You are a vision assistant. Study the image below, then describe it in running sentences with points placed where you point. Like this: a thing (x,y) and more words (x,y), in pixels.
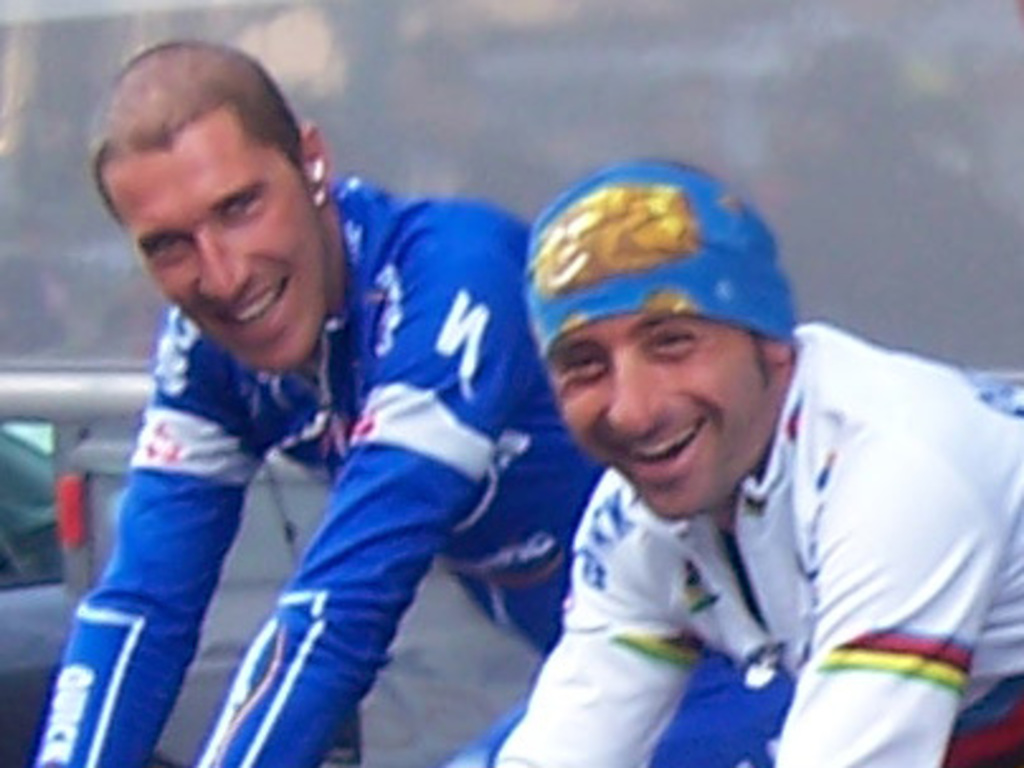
In this image, we can see two people (521,494) wearing clothes (494,403) and riding bikes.
